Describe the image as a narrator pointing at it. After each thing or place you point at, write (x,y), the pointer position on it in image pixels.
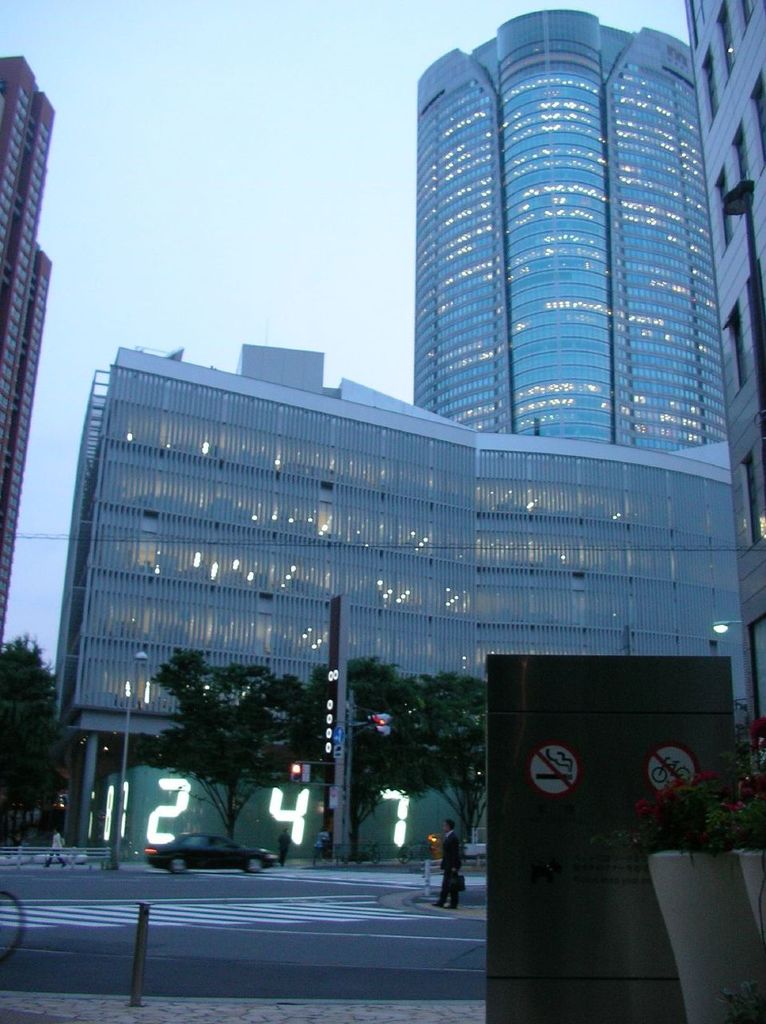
In this image there is a road (220,912) in the bottom of this image (220,912) and there is a car (192,855) on the road (195,893). There is one person (448,860) standing in the bottom of this image, and there are some trees (214,761) in the background (254,757). There are some buildings (477,319) in middle of this image (404,371) and there is a sky (193,94) on the top of this image (255,100).
